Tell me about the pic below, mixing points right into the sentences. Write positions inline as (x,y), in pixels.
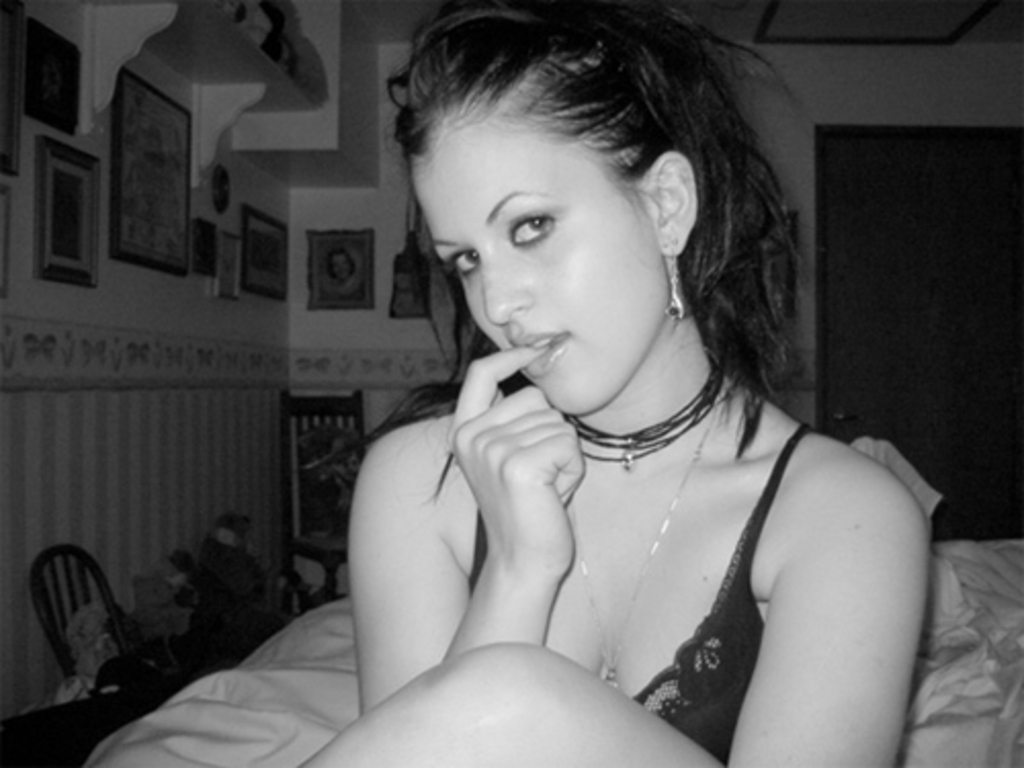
This is a black and white picture. Here we can see a woman (376,763), cloth (986,721), chair (58,613), and few objects (158,610). In the background (311,329) we can see wall (783,148), door (862,347), and frames (155,200).
